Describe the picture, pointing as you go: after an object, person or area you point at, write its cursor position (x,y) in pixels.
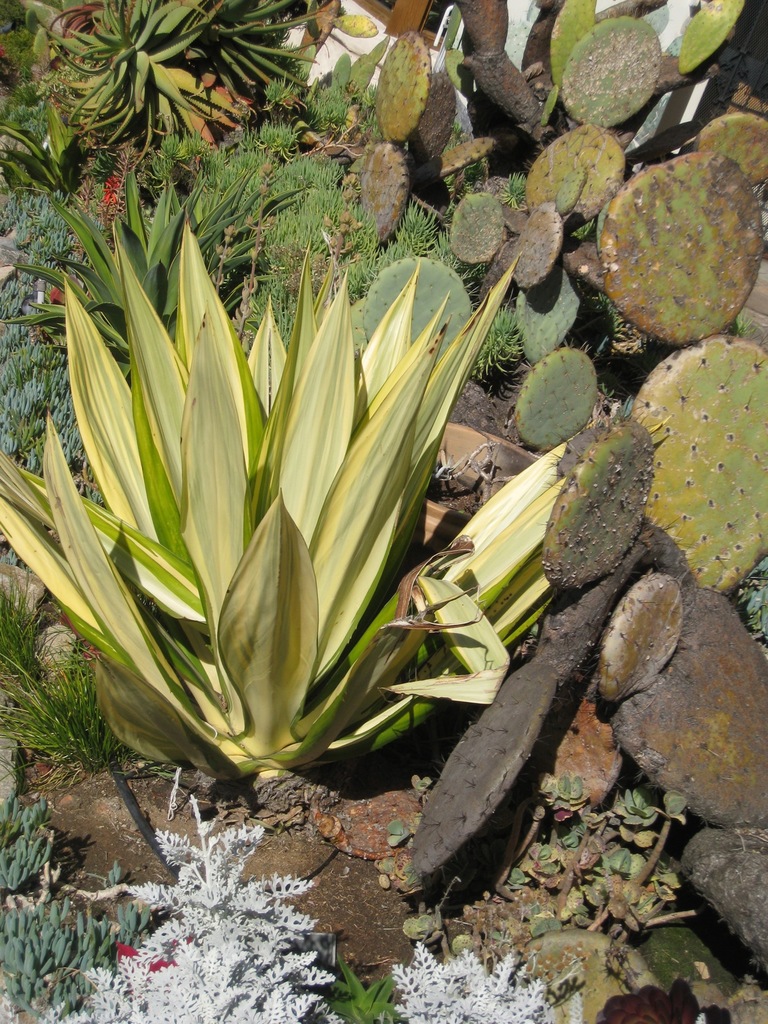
This image consists of many plants (263,514). At the bottom (60,885), there is ground (481,903).
